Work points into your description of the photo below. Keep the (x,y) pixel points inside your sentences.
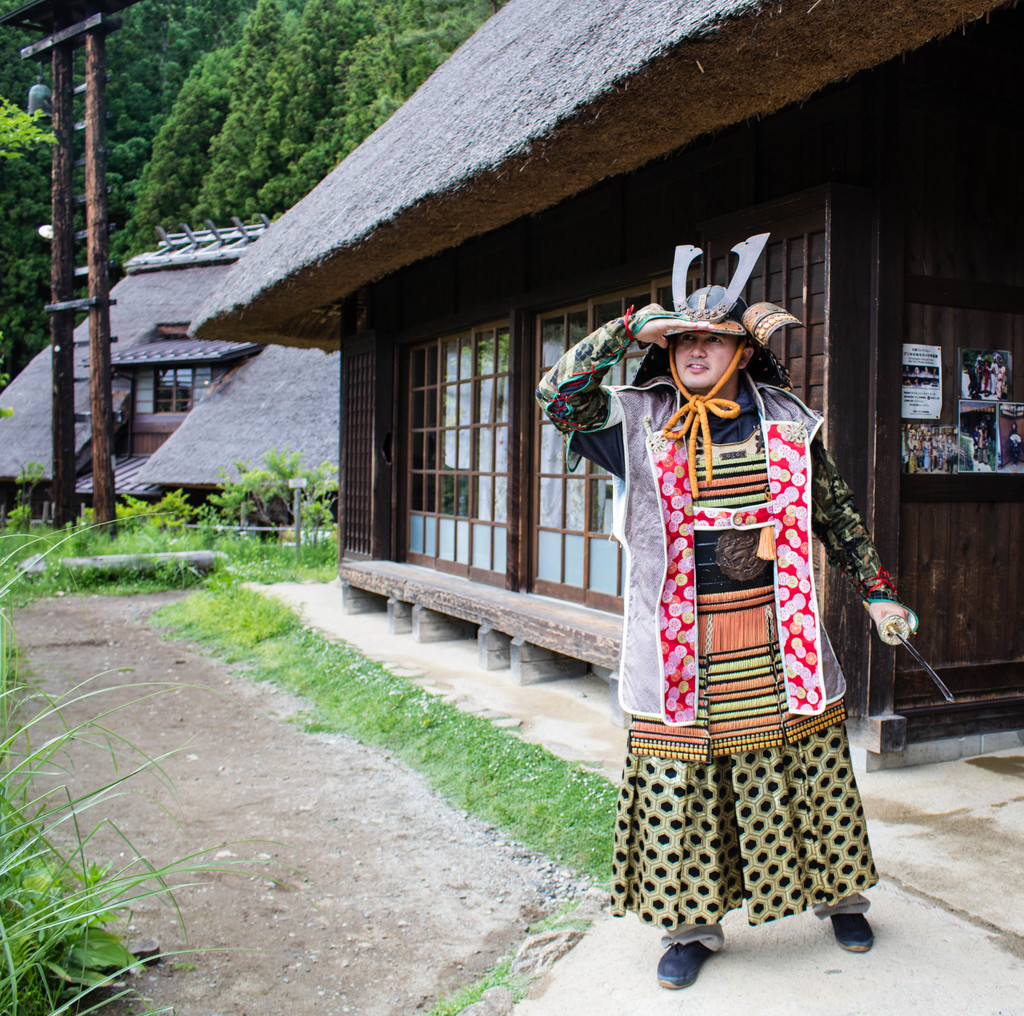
In this image, we can see a person (726,522) standing in front of the hut (575,144). This person (725,383) is wearing clothes (726,599) and holding a sword (891,624) with his hand (901,608). There is an arch (75,405) and hut (151,348) on the left side of the image (81,462). There are trees (203,76) in the top left of the image (232,152).
